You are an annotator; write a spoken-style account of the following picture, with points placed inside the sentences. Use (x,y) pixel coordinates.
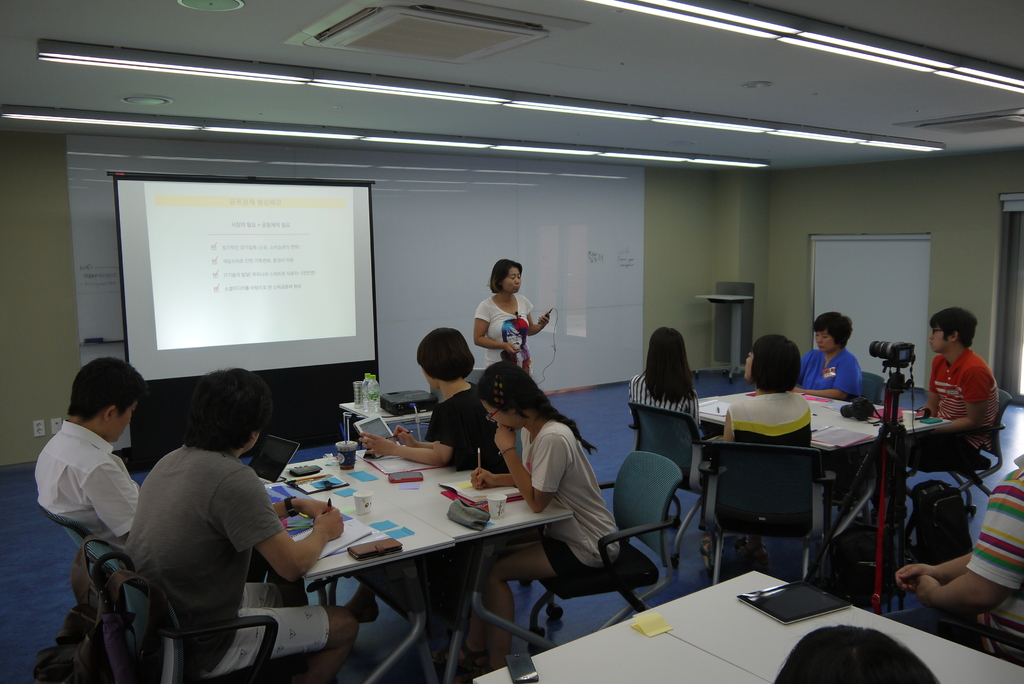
It is a classroom (604,448), the students (543,409) are sitting around a table (440,465) and a woman (510,309) is standing in front of them. there is a table (406,417) to the left side of her, on the table (393,417) that is a projector (407,403) placed, behind her something is being displayed through the projector (393,394) in the background (52,258) there is a cream color wall (49,240).
